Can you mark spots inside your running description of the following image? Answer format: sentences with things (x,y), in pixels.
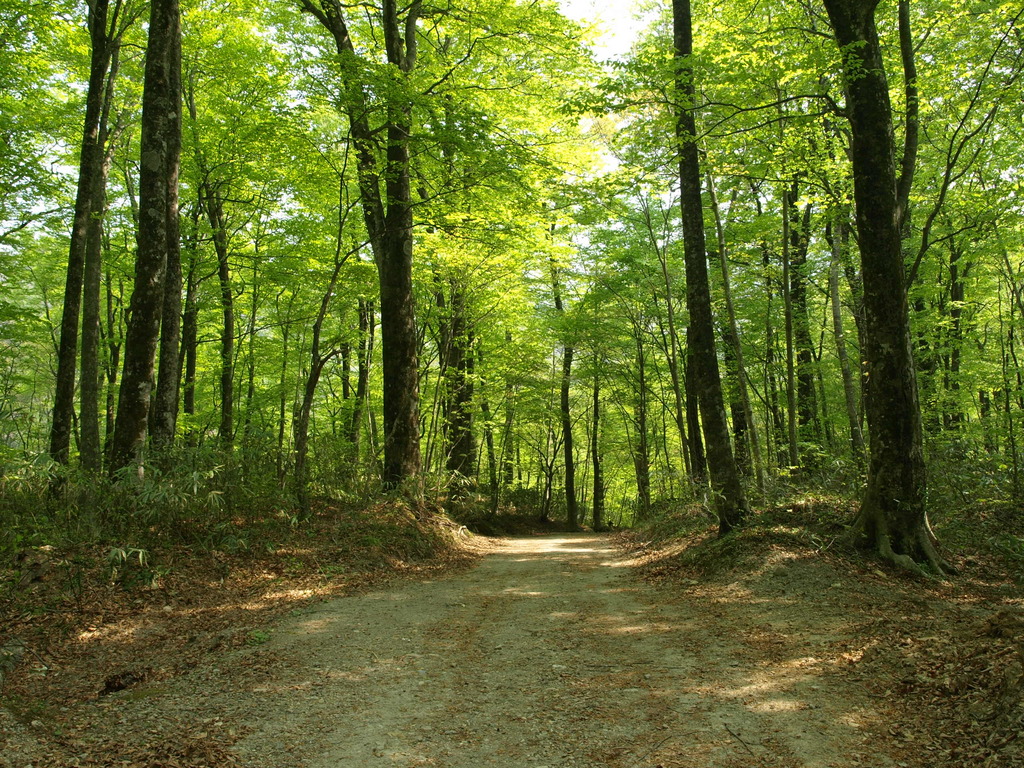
In this image, we can see so many trees (456,417), plants (948,456) and walkway (567,607).
